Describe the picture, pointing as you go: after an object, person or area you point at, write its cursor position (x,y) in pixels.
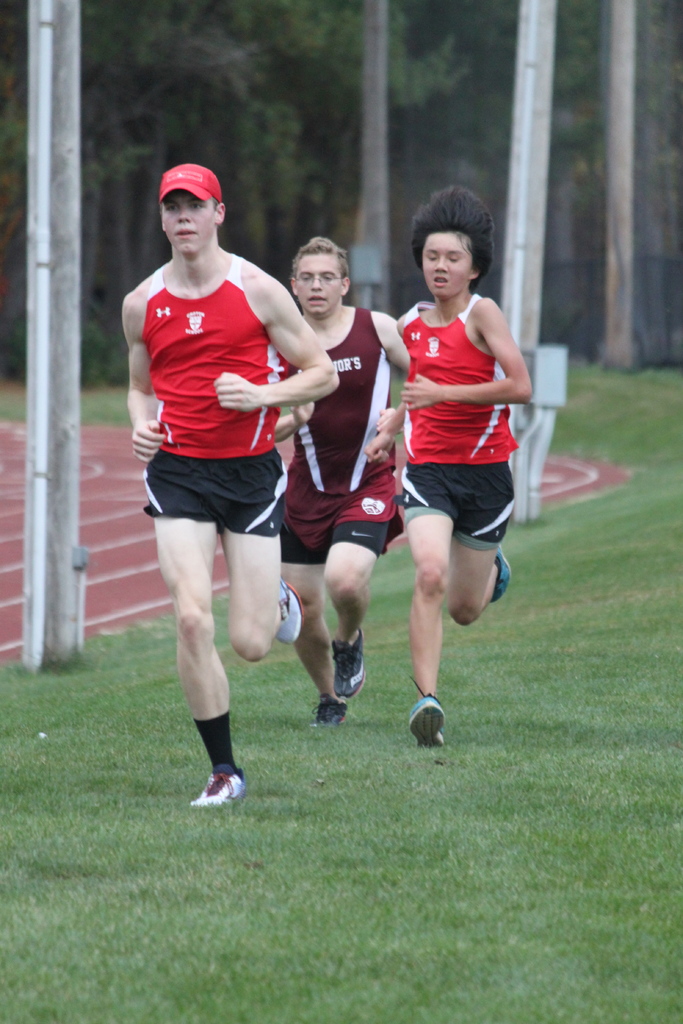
There people (206,351) running on the grass (130,774). We can see poles (528,98). In the background (138,267) we can see trees (443,75) and ground (83,463).
